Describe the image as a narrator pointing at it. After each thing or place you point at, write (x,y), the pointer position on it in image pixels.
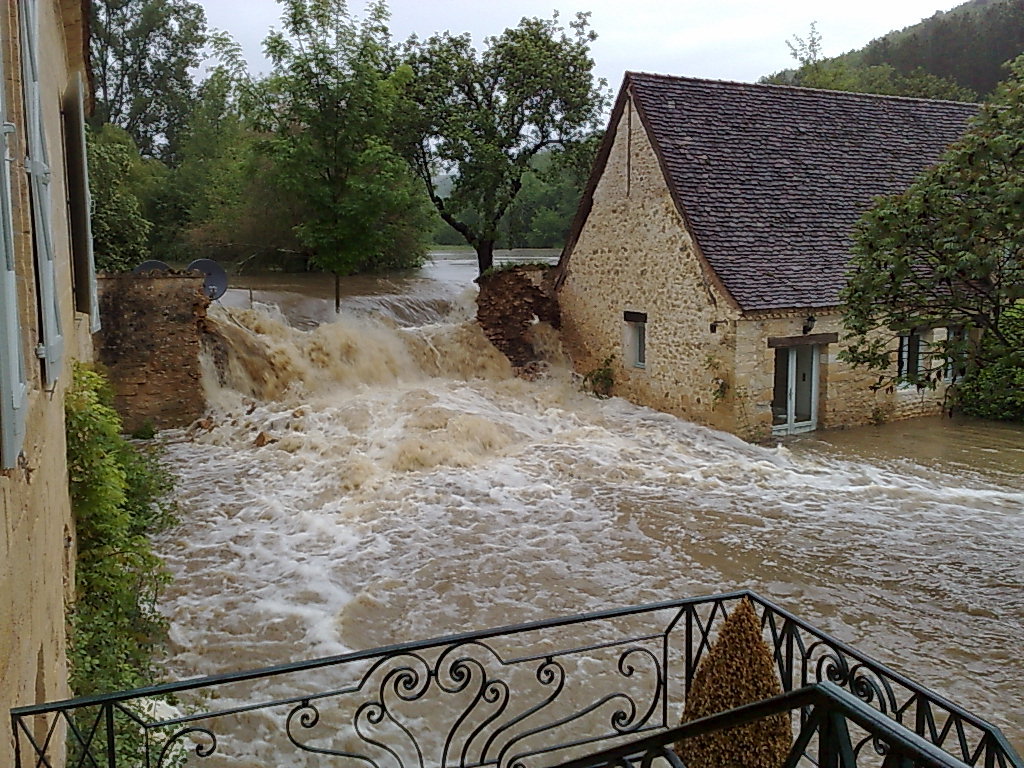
In this image, in the middle (476,461) there are trees (429,196), water (353,443), waves (382,516), buildings (751,274), house (711,262). At the bottom (703,674) there are railings (756,706), plant (723,673). In the background (725,76) there are hills (912,62), sky (603,62).
